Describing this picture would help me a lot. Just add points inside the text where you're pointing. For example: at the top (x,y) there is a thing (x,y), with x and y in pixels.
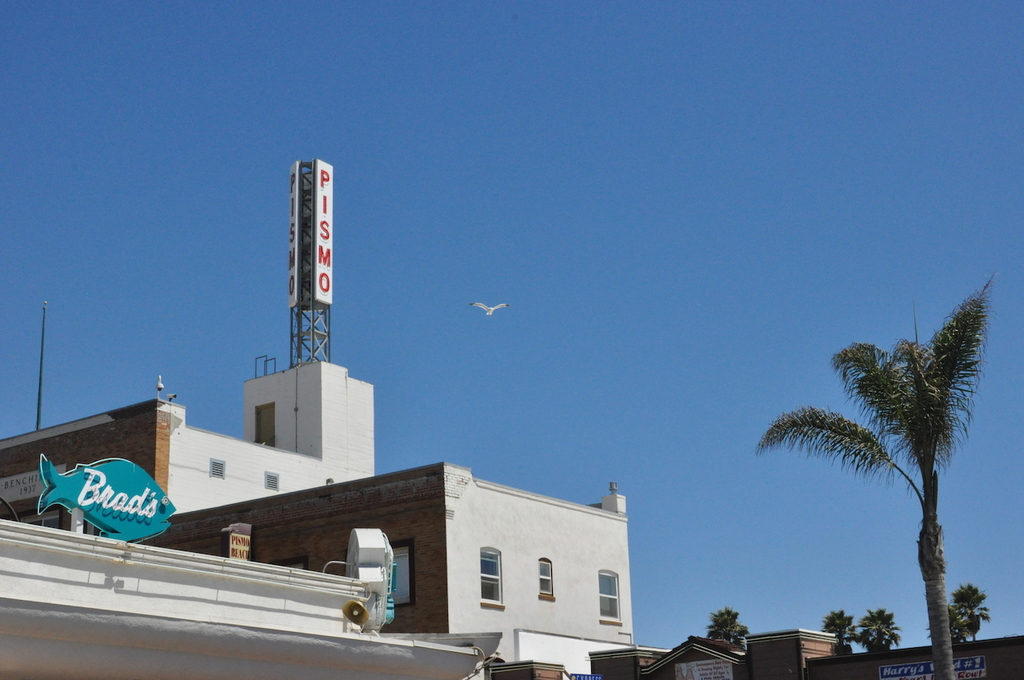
In this image there are buildings (520,602) in the middle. At the top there is a bird (493,311) flying in the air (544,302). On the left side (305,258) there is a hoarding (302,277) on the building (287,398). On the right side (919,556) there are tall trees (979,616). On the left side (104,507) there is a hoarding (85,504) which is in fish shape design.
